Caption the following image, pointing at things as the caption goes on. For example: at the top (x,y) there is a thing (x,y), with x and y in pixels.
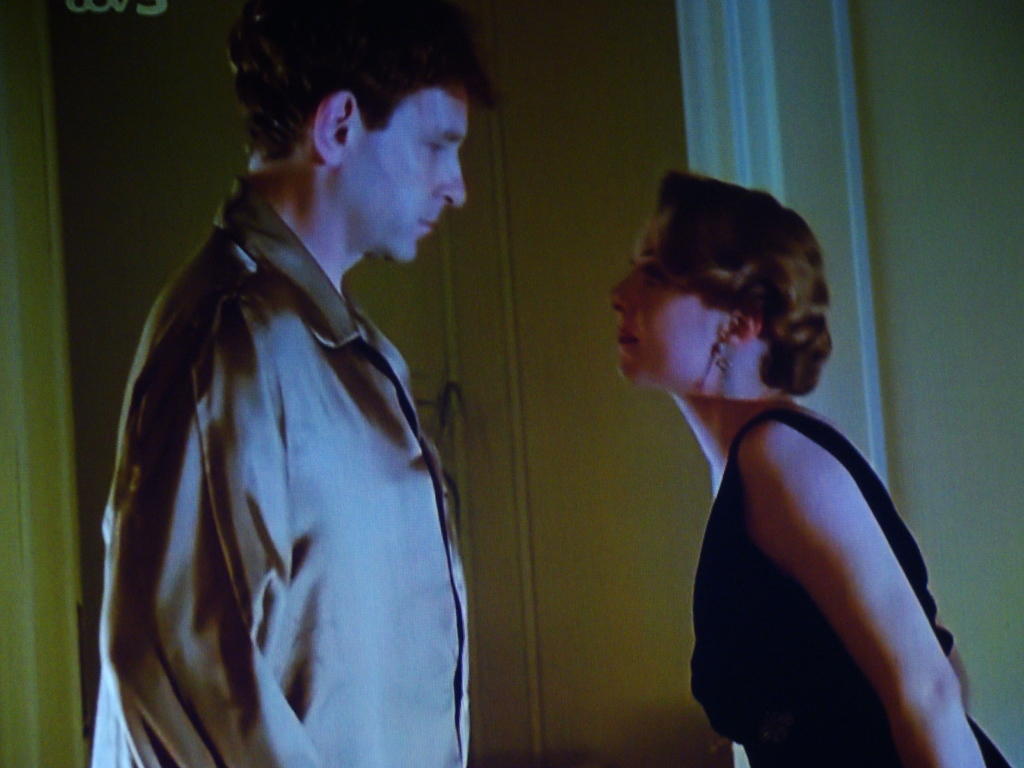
On the background of the picture (128,190) we can see a wall (130,166). In this picture there are two persons (806,576) standing opposite to each other. On the right side of the picture (802,555) we can see a women (798,577) wearing a black dress (734,494) and looking towards a man (436,215) and this man (332,543) also looking toward women (723,466). They are in eye contact with each other.
